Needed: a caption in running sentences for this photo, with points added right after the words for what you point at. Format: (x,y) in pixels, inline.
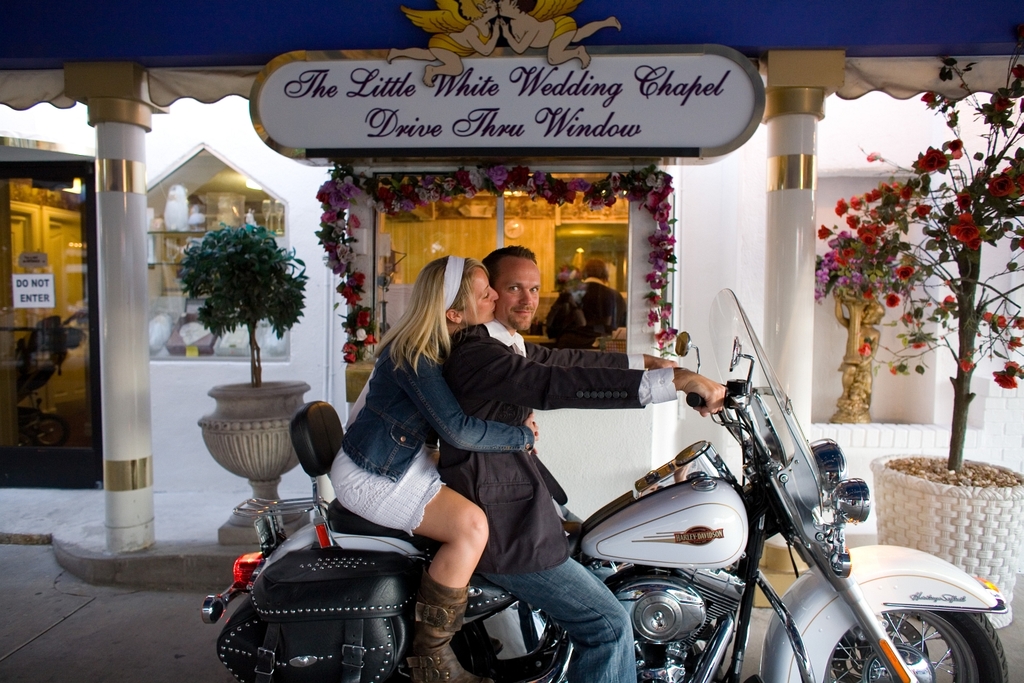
in this picture we can see a man (484,391) sitting on the bike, and his back a woman (403,358) is sitting and kissing, and in front there is flower pot (866,317) with flowers (865,262), and to opposite there is pillar (794,199), and at side there is glass door (606,234), and inside a man (584,290) is standing, and at the top (472,108) there is a hoarding (389,110).
